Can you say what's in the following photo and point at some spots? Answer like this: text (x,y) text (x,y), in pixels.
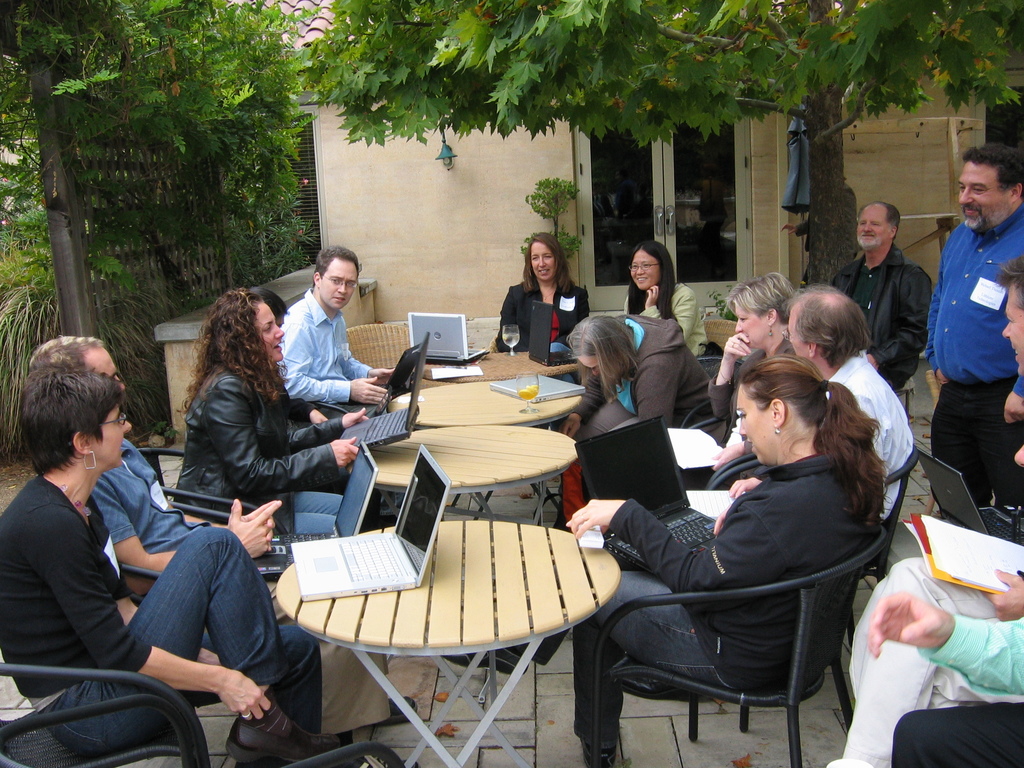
People (211,422) are sitting at tables (442,655) in chairs (707,687). They are using their laptops (335,554). Few people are standing beside them. There are few trees (830,236) and some plants (185,121) surrounding them. There is a building (462,246) in the background (462,304).
